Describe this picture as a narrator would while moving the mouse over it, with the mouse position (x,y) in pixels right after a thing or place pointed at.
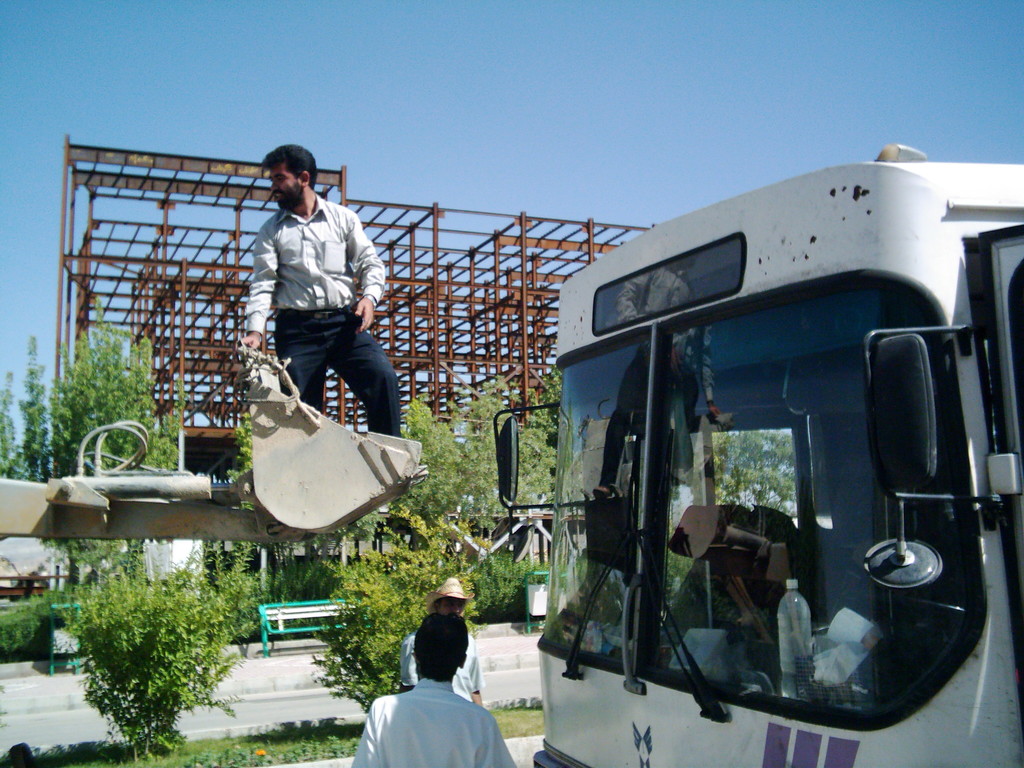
In this image we can see a bus (689,460). Inside the bus (737,640) we can see a bottle (793,620). There are two persons (455,593) standing. And we can see a person (338,277) standing on the bucket (305,471) of a JCB (323,516). In the back (270,589) there are trees (248,563). Also we can see iron rods (431,347). And there is sky (388,59).
